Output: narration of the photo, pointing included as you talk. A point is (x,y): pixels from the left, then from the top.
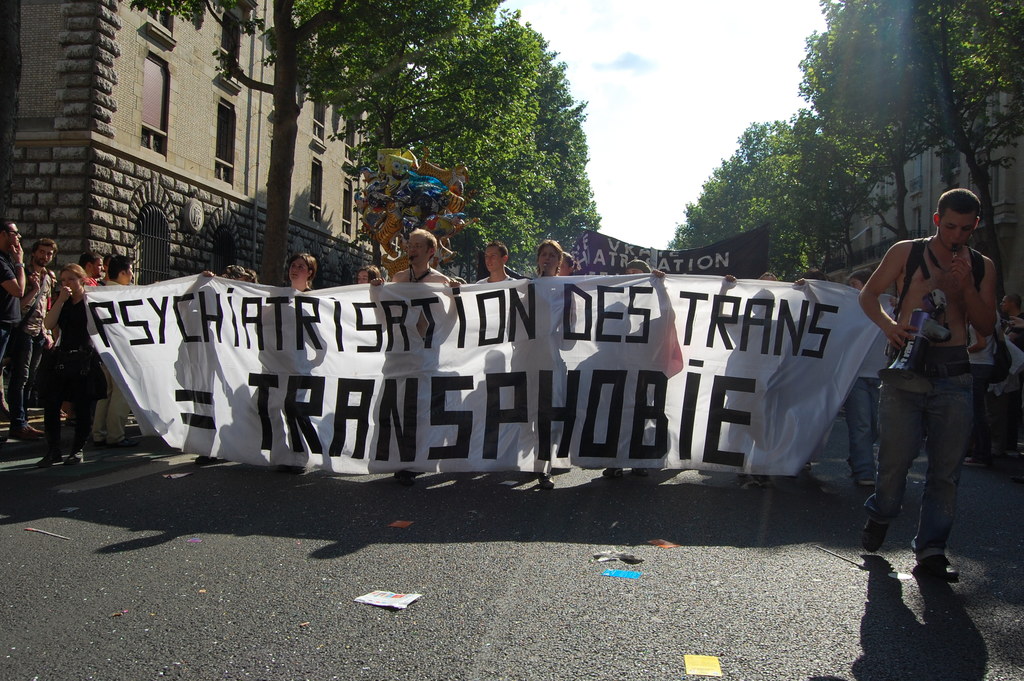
In this picture we can see a group of people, papers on the road (696,594), some people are holding banners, one person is holding a mic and in the background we can see buildings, trees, sky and some objects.
